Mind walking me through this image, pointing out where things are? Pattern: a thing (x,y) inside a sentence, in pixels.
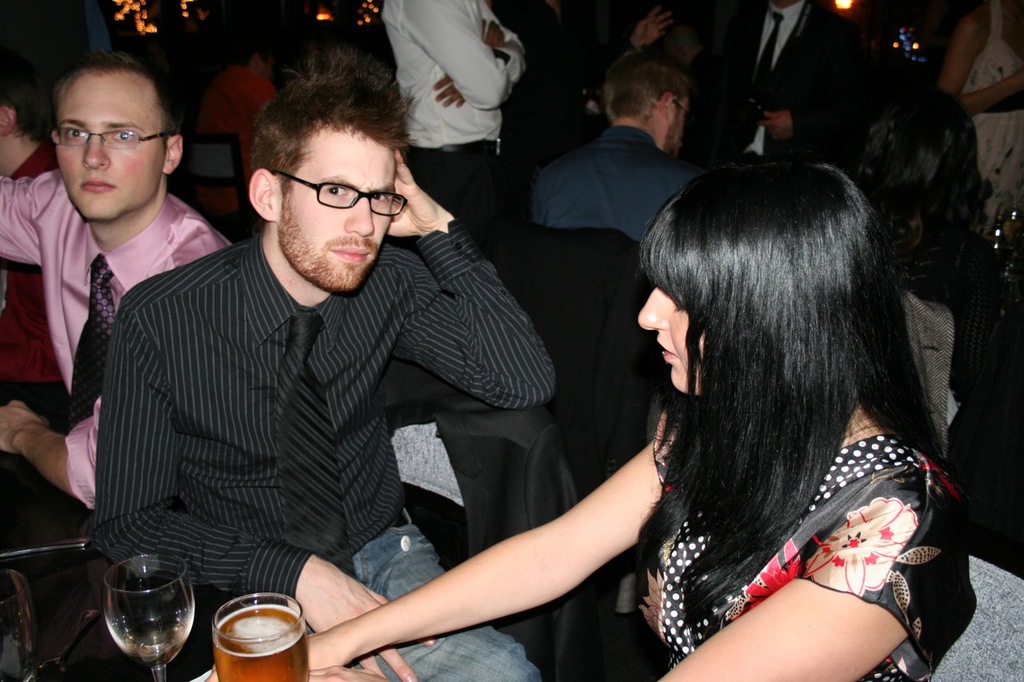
Few people (741,209) sitting on chairs (594,485) and few people (548,90) standing, in front of this man (370,553) we can see glasses (127,619). Background we can see lights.
